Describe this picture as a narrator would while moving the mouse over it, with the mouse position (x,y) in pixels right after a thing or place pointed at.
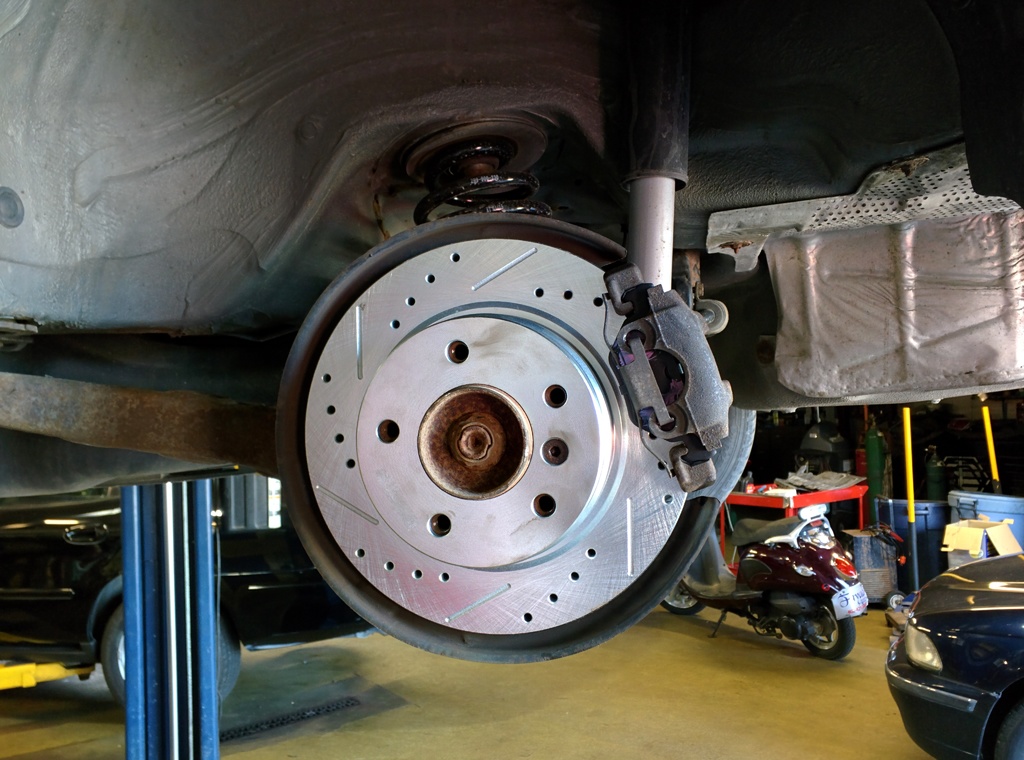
In this image we can see a brake (580,484). On the right side of the image (976,644) we can see a car (961,639) and a bike (775,594).
